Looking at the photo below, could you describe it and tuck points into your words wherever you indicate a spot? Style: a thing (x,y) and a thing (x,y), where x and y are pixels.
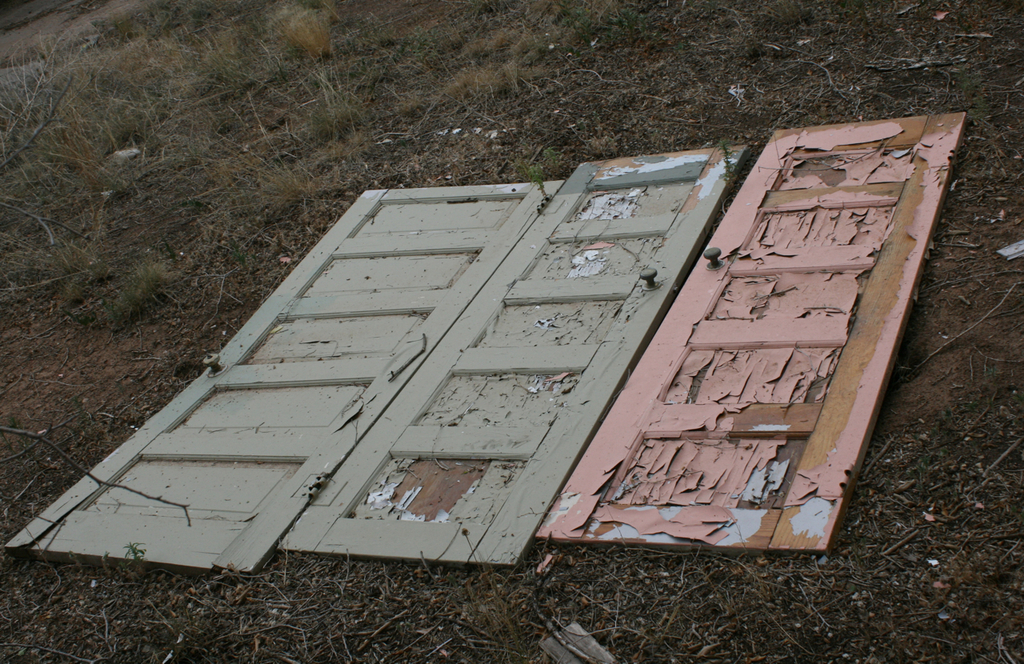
In this picture we can see wooden doors (644,333) on the ground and in the background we can see the grass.
